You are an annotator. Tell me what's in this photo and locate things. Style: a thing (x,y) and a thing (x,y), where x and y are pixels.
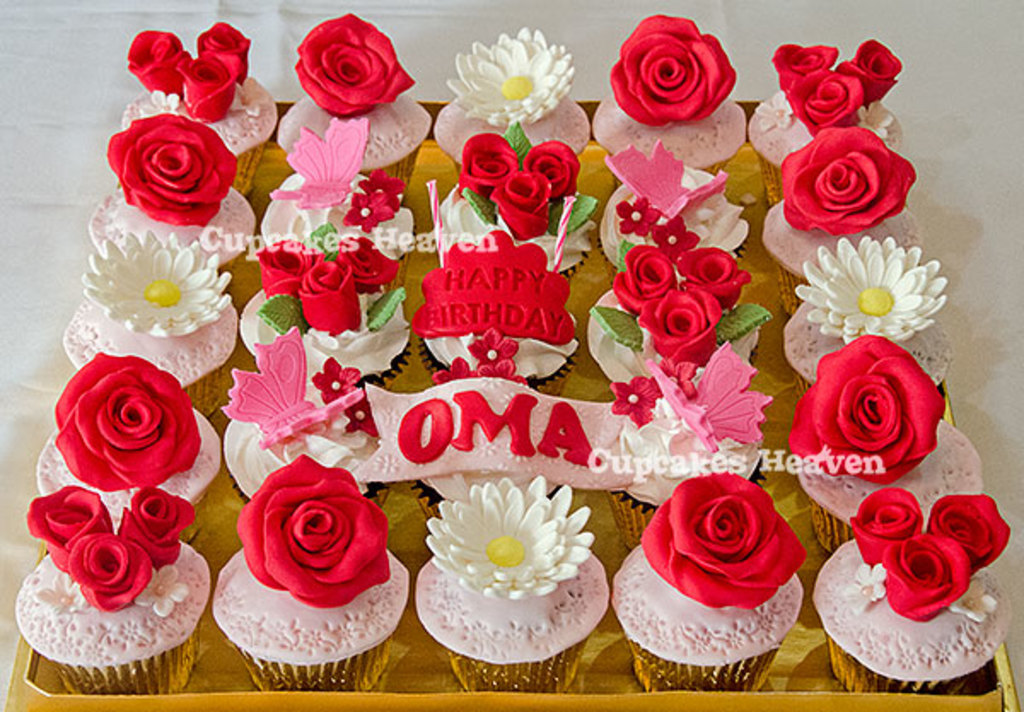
In the picture I can see flower shaped objects (147,273). These flowers (503,153) are white and red in color. I can also see something (433,455) written over here. I can also see watermarks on the image.
